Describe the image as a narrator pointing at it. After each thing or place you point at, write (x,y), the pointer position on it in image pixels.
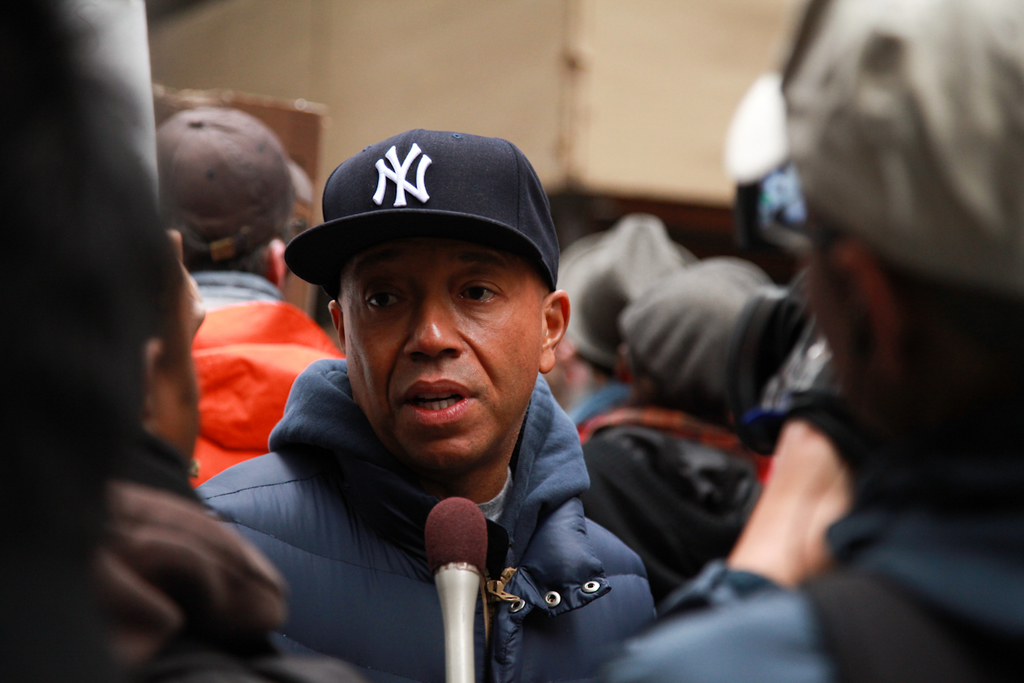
In this image there is a person (426,407) wearing blue jacket (495,561) is behind a mike (465,597). Behind him there are few persons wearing caps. Behind them there is wall (638,75). Right side (885,175) there is a person (912,449) wearing a cap (888,203).
